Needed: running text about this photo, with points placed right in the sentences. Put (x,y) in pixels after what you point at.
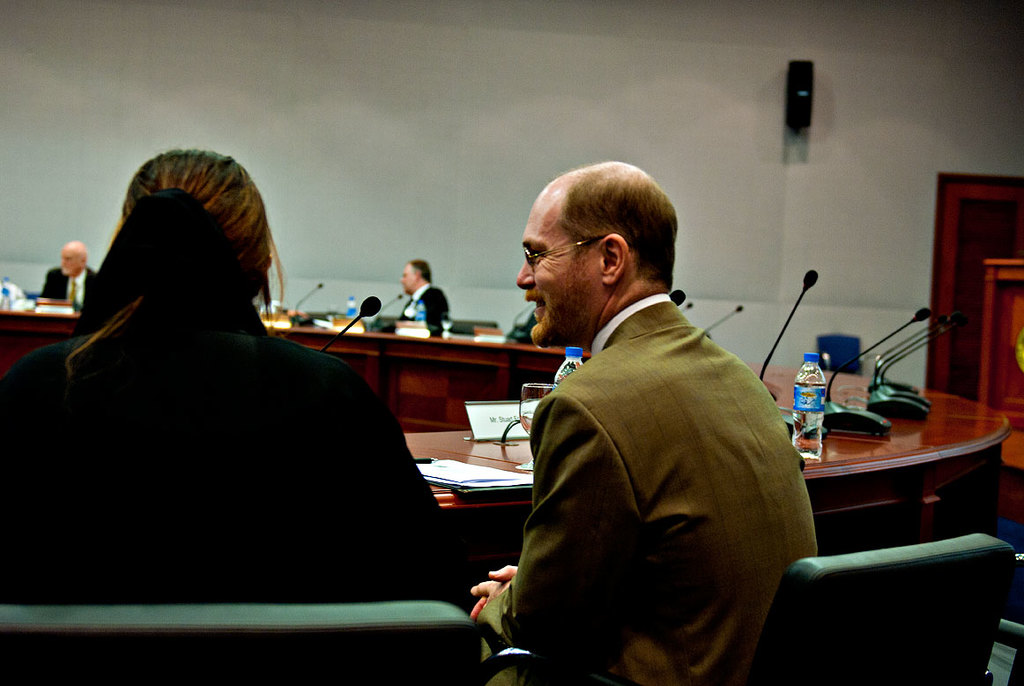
In the image in the center (571,414), we can see a few people (597,566) are sitting on the chair (948,599) around the table (412,365). On the table (504,467), we can see water bottles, papers (496,477), microphones (829,403) and a few other objects (496,492). In the background (847,185) there is a wall (848,179), speaker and door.
